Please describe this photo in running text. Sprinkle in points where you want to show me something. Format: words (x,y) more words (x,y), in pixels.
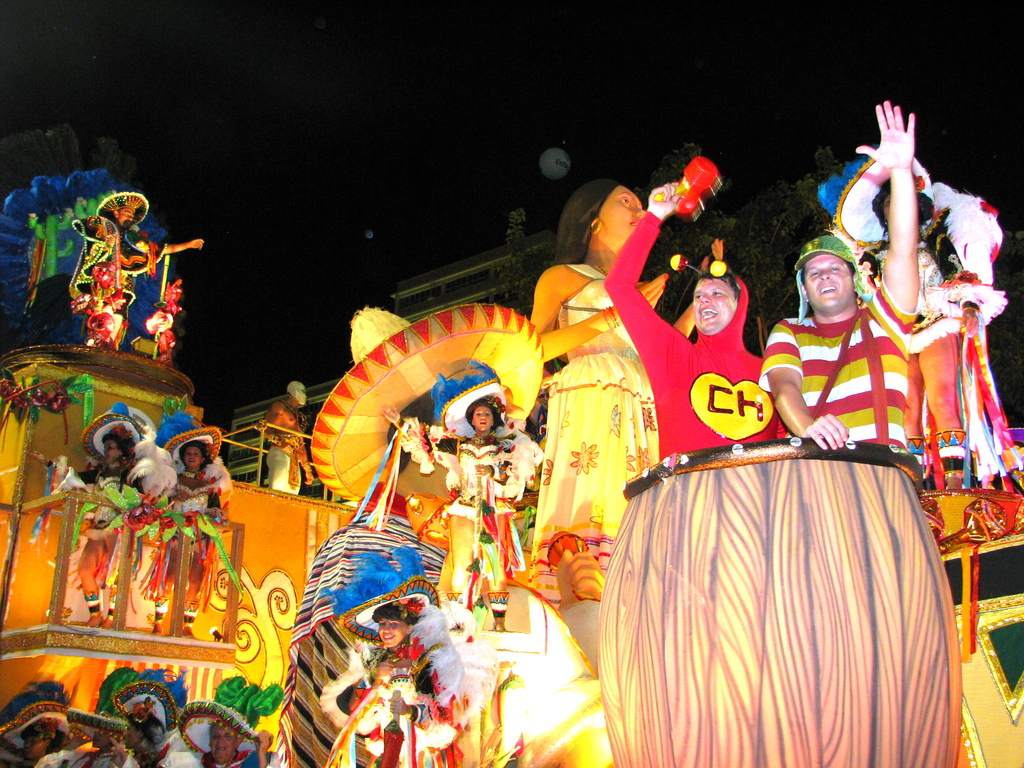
People (203,486) are performing with costumes (508,428) in a carnival parade.
